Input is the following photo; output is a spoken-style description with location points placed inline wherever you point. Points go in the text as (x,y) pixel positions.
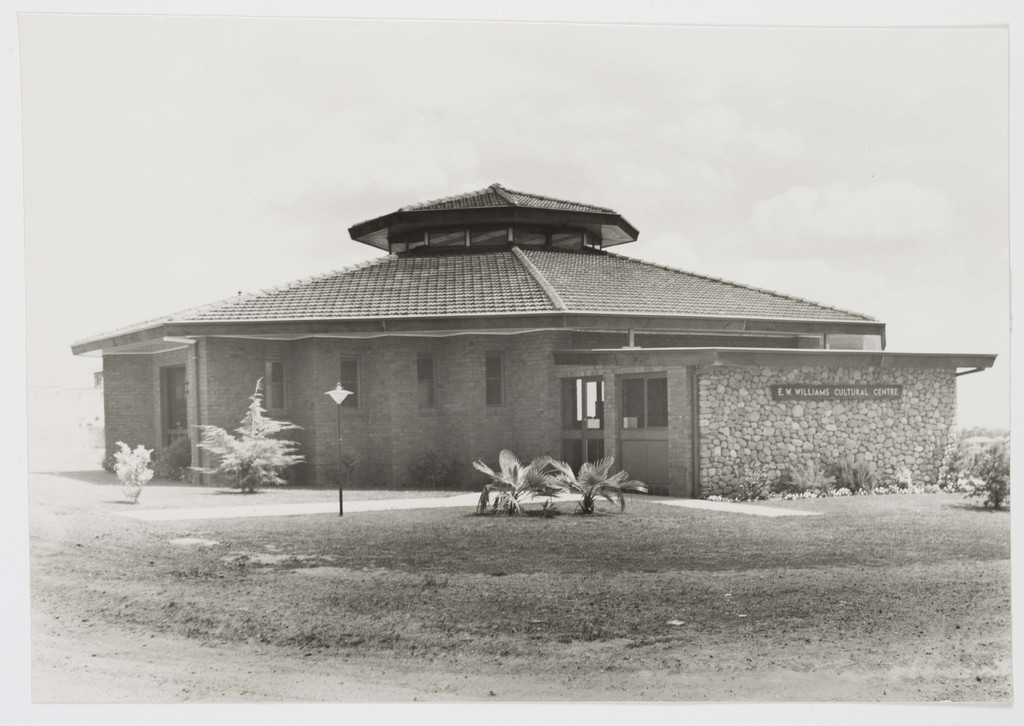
In this Image I can see few plants (487,499), a pole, a light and a house (600,399). I can also see something is written over here.
